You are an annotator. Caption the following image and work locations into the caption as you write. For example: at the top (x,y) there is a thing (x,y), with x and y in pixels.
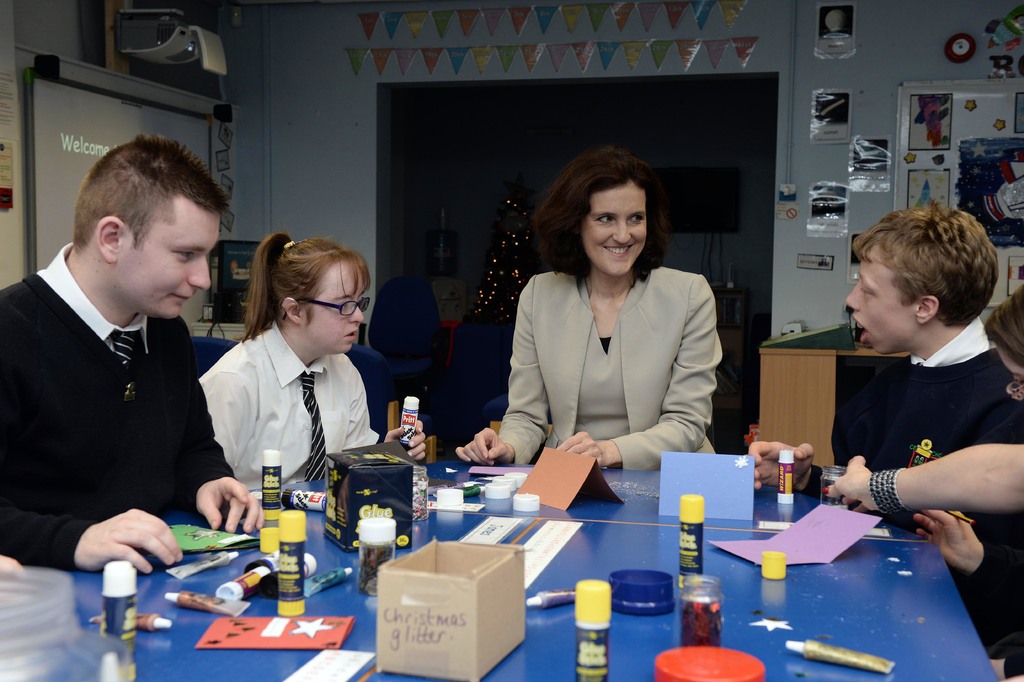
In the picture I can see these two persons (170,331) wearing uniforms (142,379), ties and shirts (278,438) are sitting on the left side of the image (211,468) and these two persons (997,550) are sitting on the right side of image (1017,404) and here we can see a woman (603,300) wearing blazer (698,330) is sitting at the center of the image (651,424) and smiling. Here we can see many objects (779,525) are placed on the table (244,670), we can see a projector screen (67,167), a board (992,106) and some posters (829,134) pasted on the wall (303,231).
